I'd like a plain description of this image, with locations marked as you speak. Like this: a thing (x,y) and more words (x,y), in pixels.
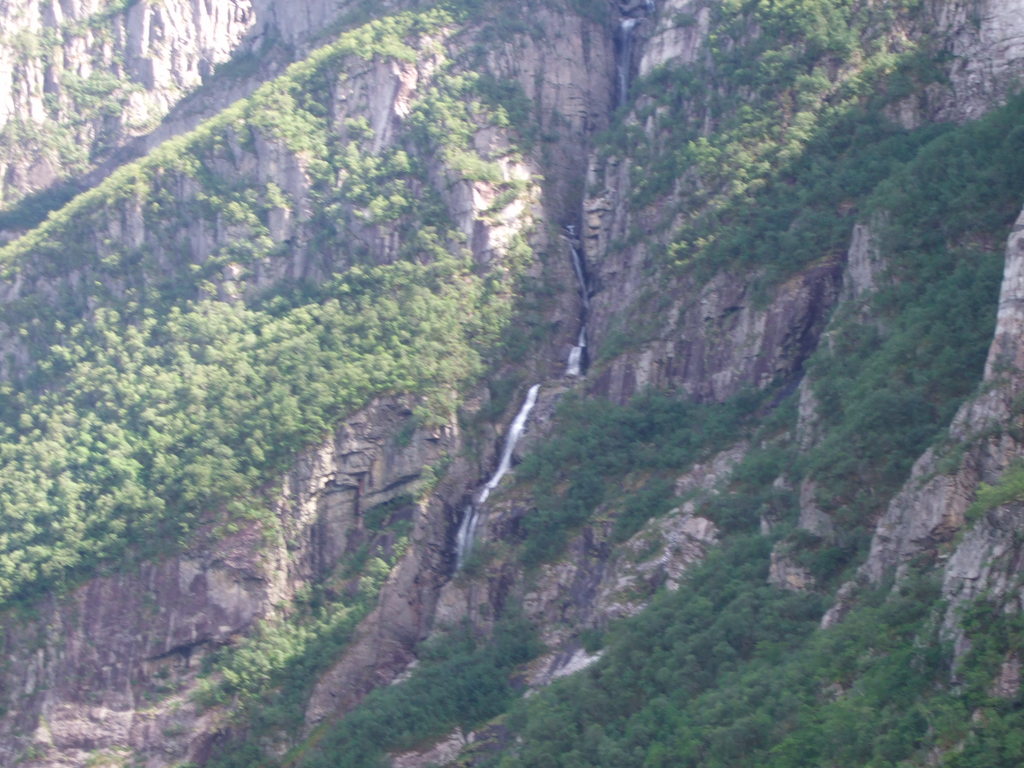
In this image we can see the mountain (559,89) with trees (460,270) and water flow (516,428).
